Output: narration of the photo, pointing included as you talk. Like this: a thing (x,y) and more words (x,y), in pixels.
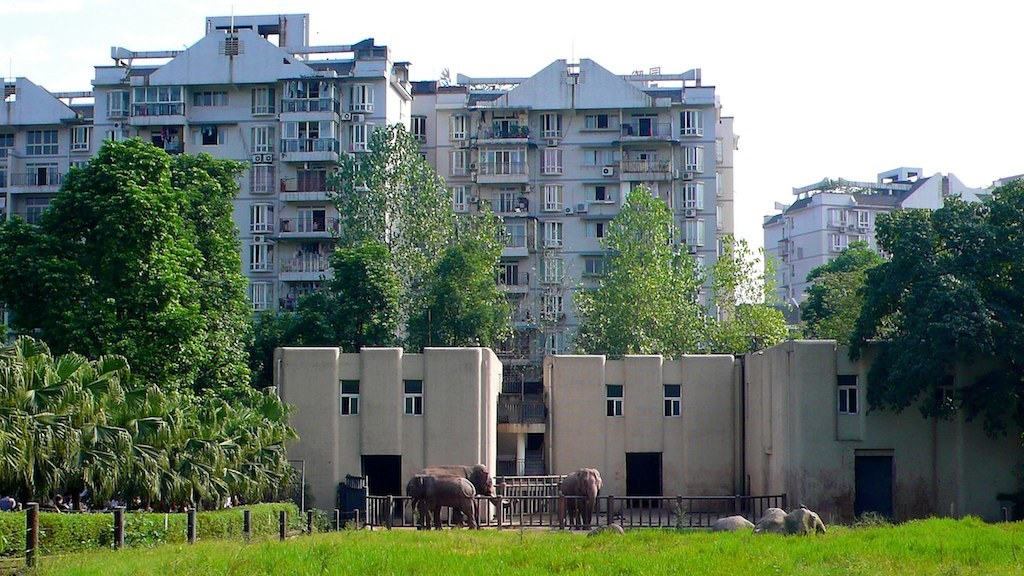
In this picture there are three elephants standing and there is fence (551,503) around them and there are buildings (517,268) and trees (723,283) in the background (723,283).
